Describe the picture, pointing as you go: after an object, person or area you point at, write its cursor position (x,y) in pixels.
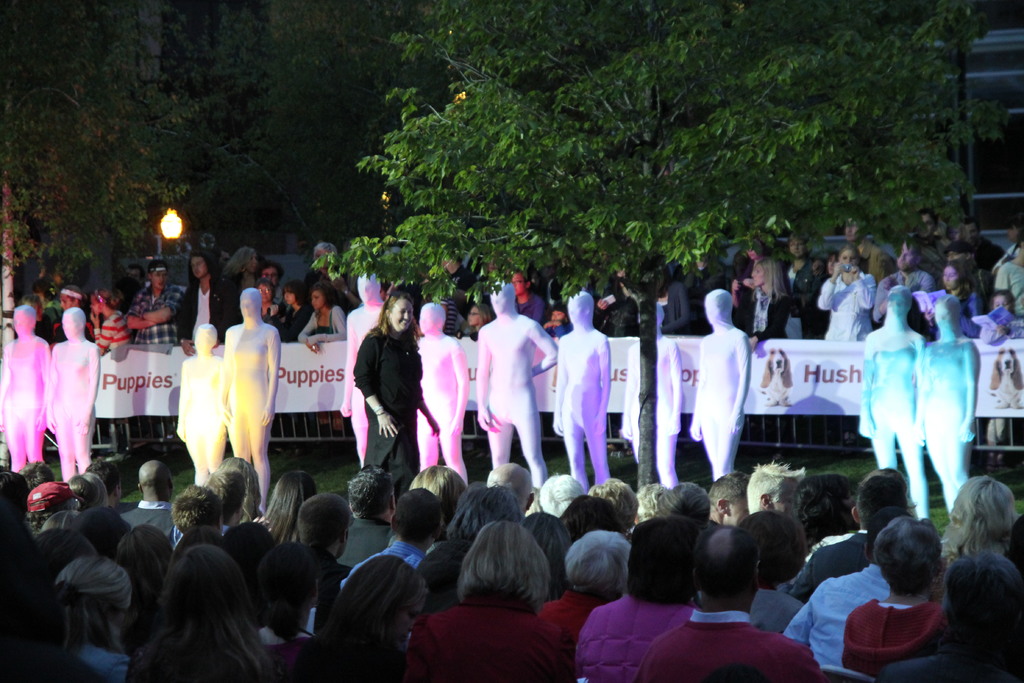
In this image we can see a woman (410,362), a tree (708,241) and mannequins (637,364). Behind the mannequins (78,362), we can see so many people (256,281), trees (106,248), barriers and a light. At the bottom of the image (538,548), we can see the audience (347,612). It seems like a building (1004,134) in the top right of the image (987,74).
